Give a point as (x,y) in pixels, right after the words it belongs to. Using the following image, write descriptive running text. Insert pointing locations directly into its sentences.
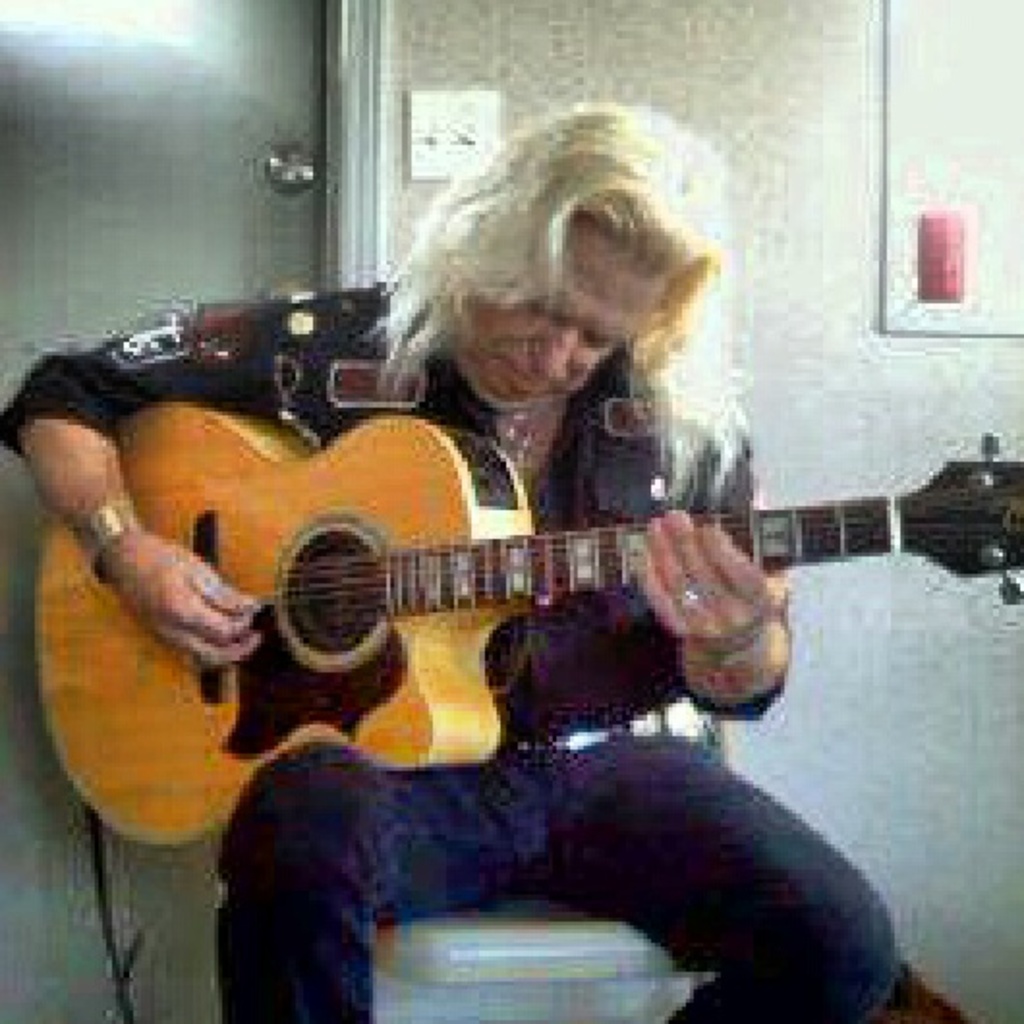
In this image we can see a person (835,914) playing a guitar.
